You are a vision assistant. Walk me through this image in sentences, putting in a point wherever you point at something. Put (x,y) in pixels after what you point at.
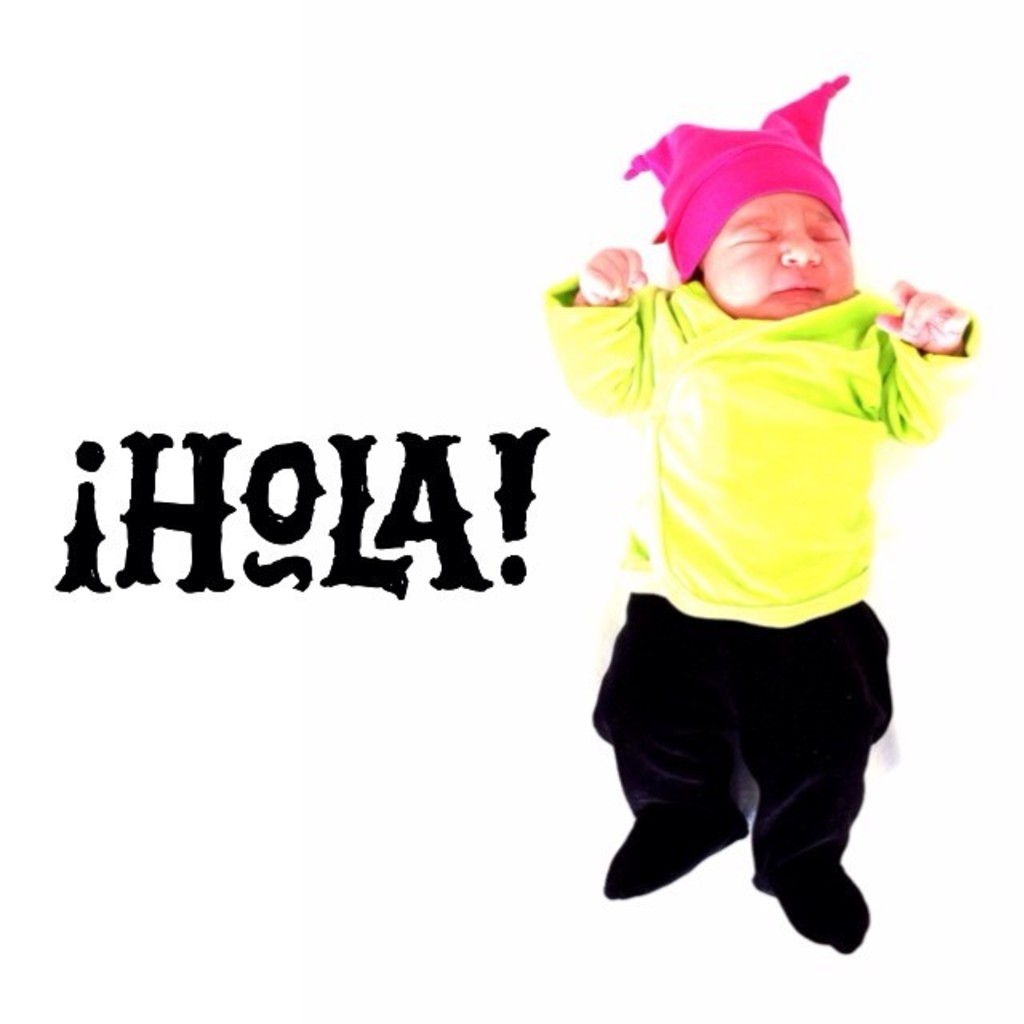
On the right side (770,538), we see a baby (852,475) in green T-shirt (747,517) and black pant (779,756) is sleeping. He is wearing a pink cap (692,125). Beside him, we see some text (402,532) written in black color. In the background (234,525), it is white in color.
